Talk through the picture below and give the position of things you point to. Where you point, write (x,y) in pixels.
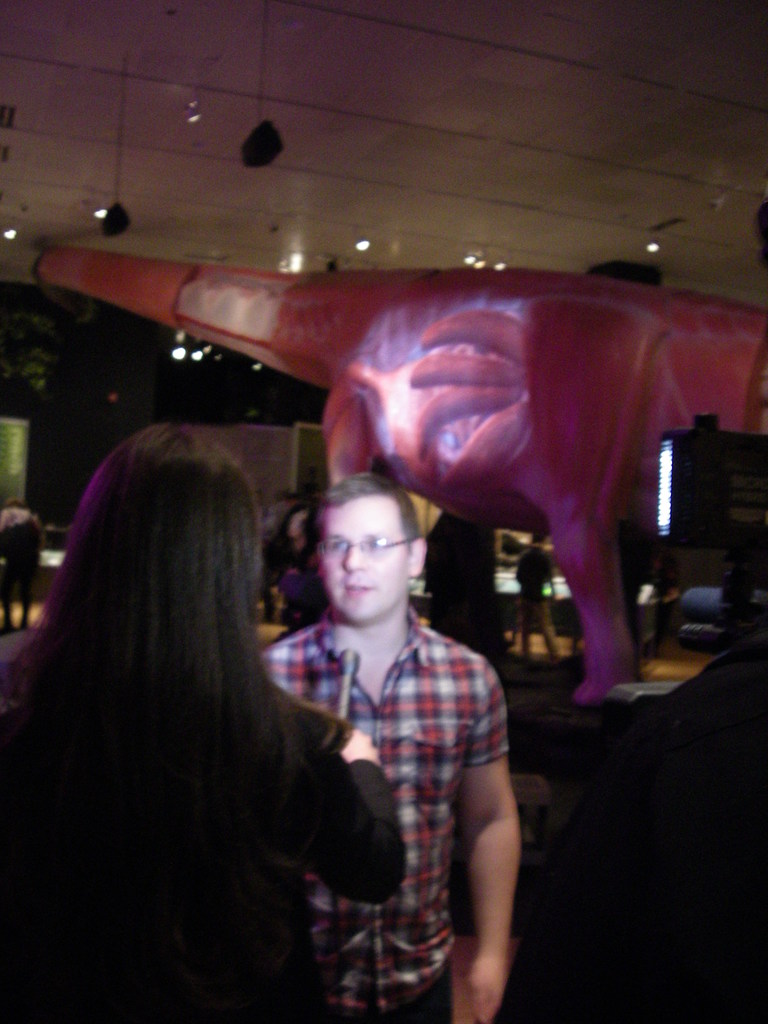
In this image I can see two persons (206,767) standing, the person (387,812) in front (328,795) wearing black color dress (319,792) and the person (399,767) at back (454,752) wearing white and red color shirt (472,742). Background I can see few other people (540,568) standing, a screen (683,482) and few lights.
